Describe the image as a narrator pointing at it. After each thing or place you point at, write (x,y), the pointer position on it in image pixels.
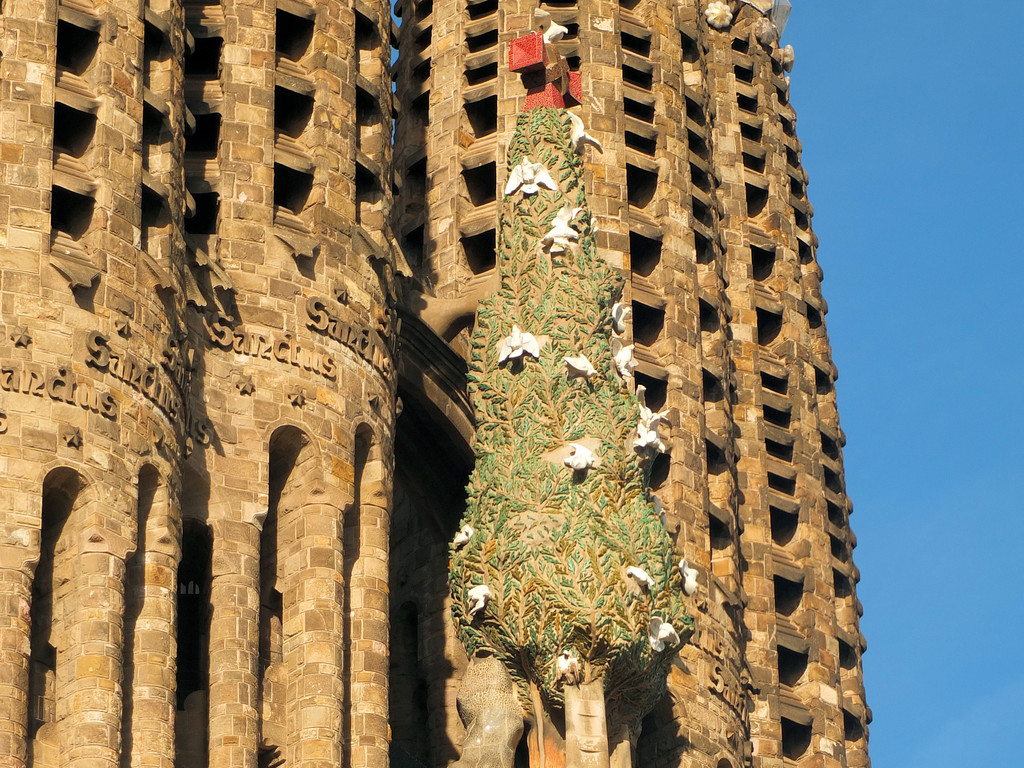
In this picture I can see a building (681,151), there is a tree structure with birds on it, and in the background (861,14) there is the sky (991,179).
